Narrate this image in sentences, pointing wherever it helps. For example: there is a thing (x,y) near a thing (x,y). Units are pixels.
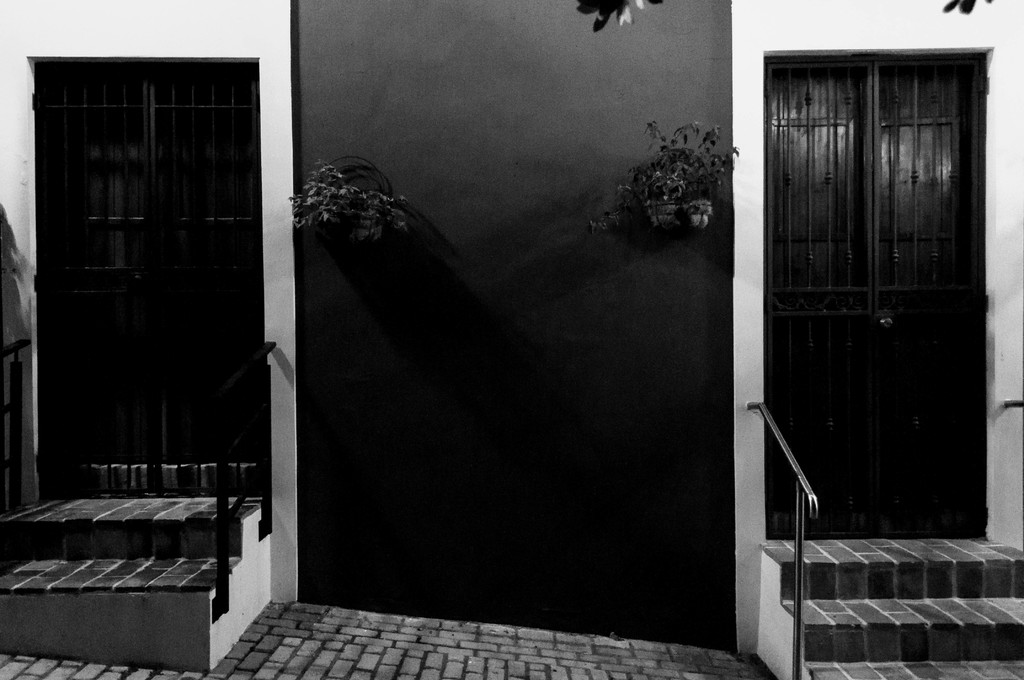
In this image we can see a wall (455,297). On the wall (761,302) we can see the doors (813,293) and houseplants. In front of the doors (895,523) we can see the stairs (242,607) and railing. At the top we can see the leaves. At the bottom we can see the floor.
